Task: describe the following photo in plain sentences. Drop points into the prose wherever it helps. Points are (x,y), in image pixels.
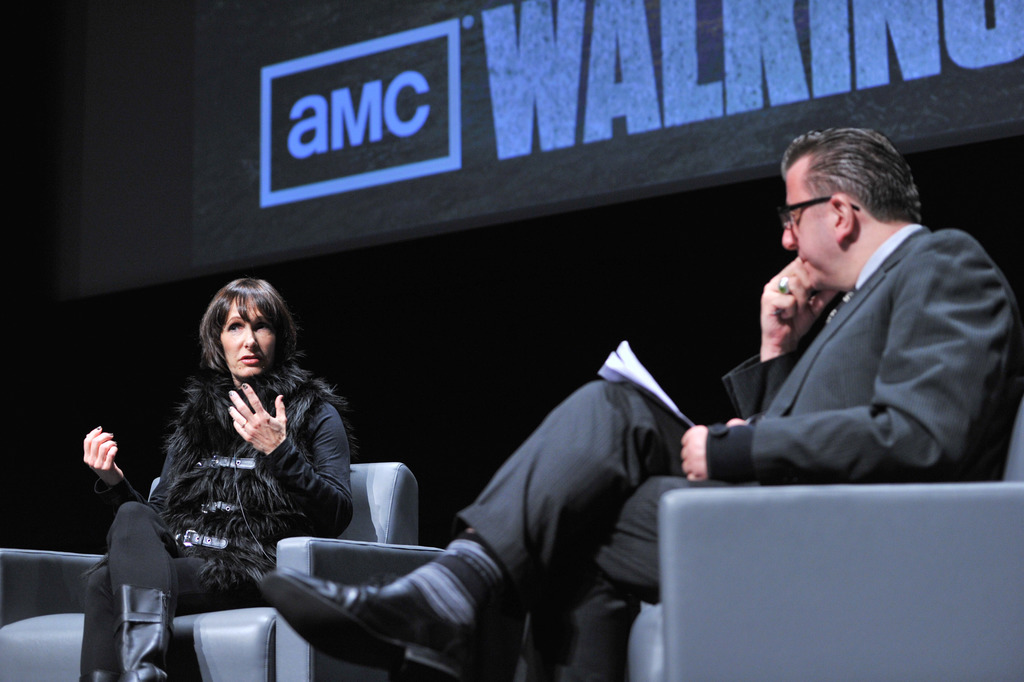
A lady (176,482) wearing a black dress (157,512) is sitting on sofa (355,502) and talking. A man (818,422) wearing a black dress (825,388) and specs (820,199) holding paper (638,367) is sitting on sofa (877,607). In the background (664,164) there is something written on the wall (435,163).
